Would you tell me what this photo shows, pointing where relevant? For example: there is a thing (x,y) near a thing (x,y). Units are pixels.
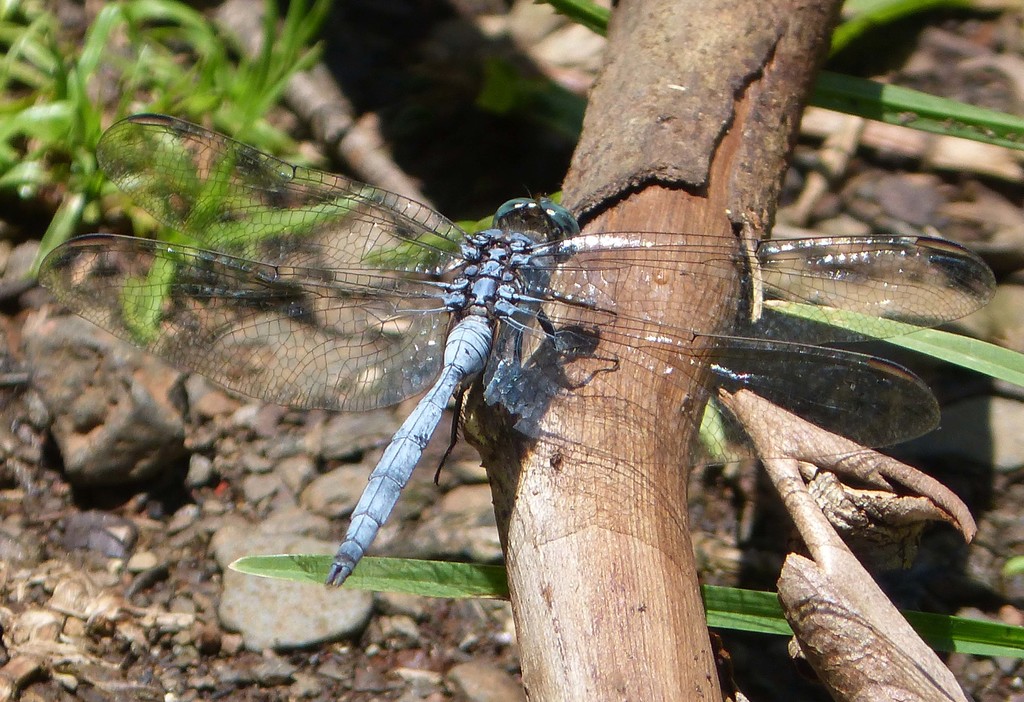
In the image there is a dragon fly (478,302) standing on stick (667,154), below the land (246,646) is covered with stones (982,665) and grass (87,110).
